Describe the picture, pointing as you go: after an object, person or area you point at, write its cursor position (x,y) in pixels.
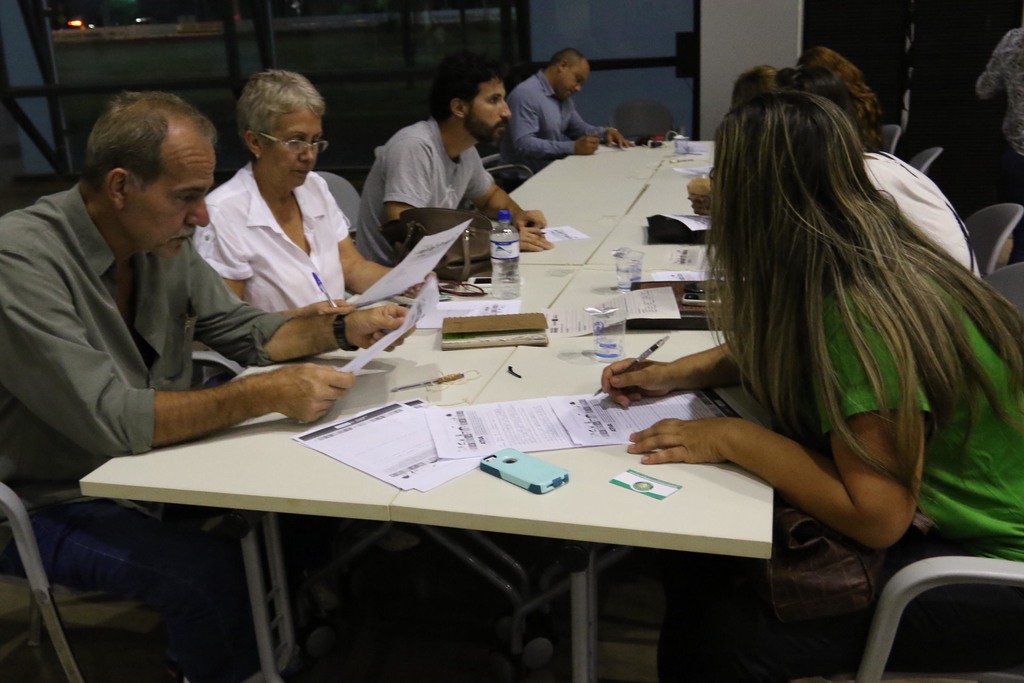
There are some people (393,175) sitting around the table (595,268) in the chairs (627,124). On the table (364,486) there are some papers (443,427), pens (441,384), mobile phones (513,452) and water bottles (517,268) were there. There are men (216,297) and women (803,414) in this group (300,286). In the background (633,44) there is a door (653,45).
